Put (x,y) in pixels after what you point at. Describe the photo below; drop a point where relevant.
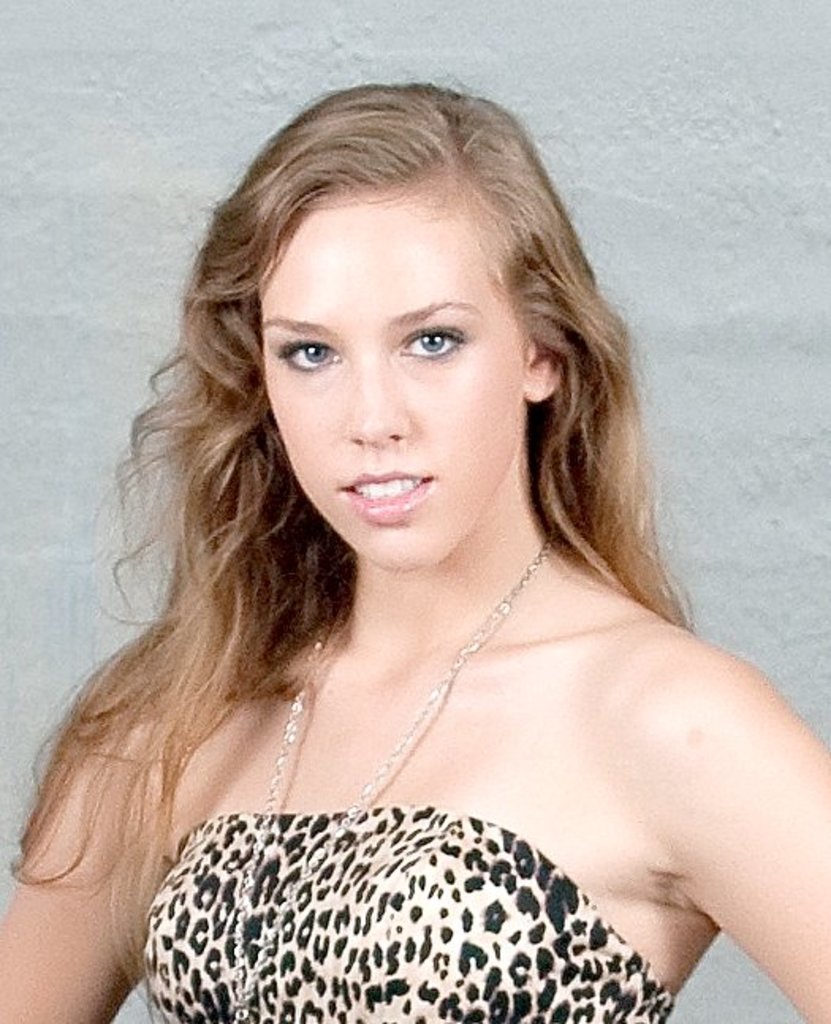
In this image in the front (368,685) there is a woman (417,684).
